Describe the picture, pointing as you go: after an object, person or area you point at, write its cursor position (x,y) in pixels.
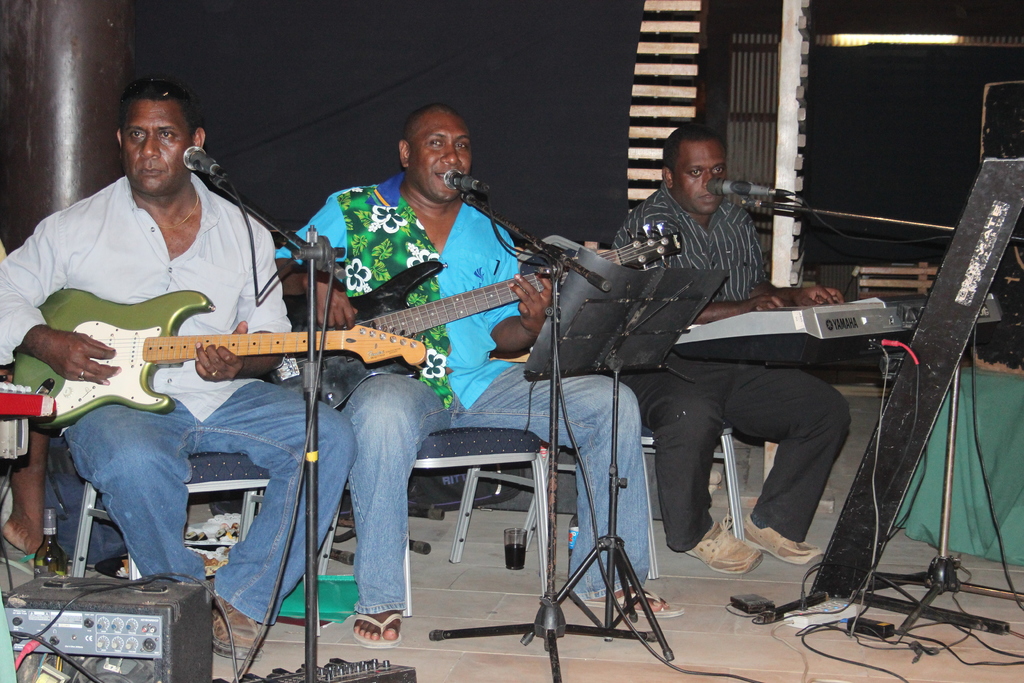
This picture is of inside. On the right (699,236) there is a Man (709,428) wearing black color shirt (727,247), sitting and playing some musical instrument (853,317). On the left (129,210) there are two persons (495,394) sitting on the chair (241,459) and playing Guitar (418,331). There is a Mic (200,167) attached to the stand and placed on the ground (790,652) and there are some cables (897,634) on the ground (887,644). In the background (380,55) there is a curtain (624,81) and a pillar (63,90).
